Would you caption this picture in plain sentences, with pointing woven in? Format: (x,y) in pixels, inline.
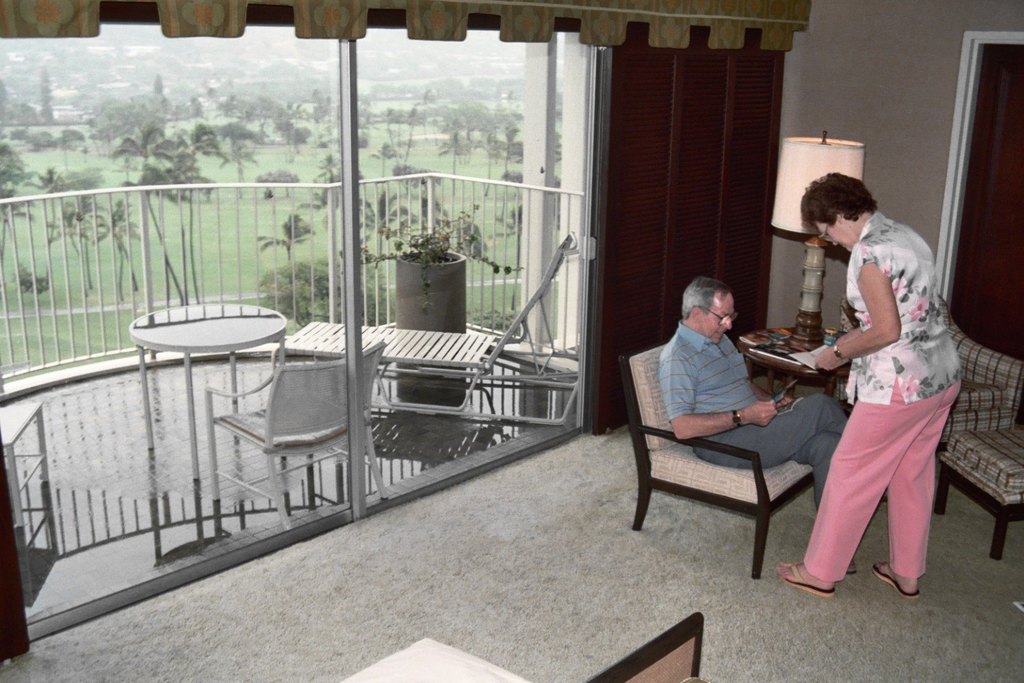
On the right (711,385) we can see two persons (860,248), man (800,431) sitting on the chair (728,472) and the woman (895,371) she is standing. In the background (815,139) there is a wallboard (942,91), two chairs (410,350), lamp (804,334), glass (254,231), table (251,337), plant (446,253), trees (181,158) and grass (321,217).
